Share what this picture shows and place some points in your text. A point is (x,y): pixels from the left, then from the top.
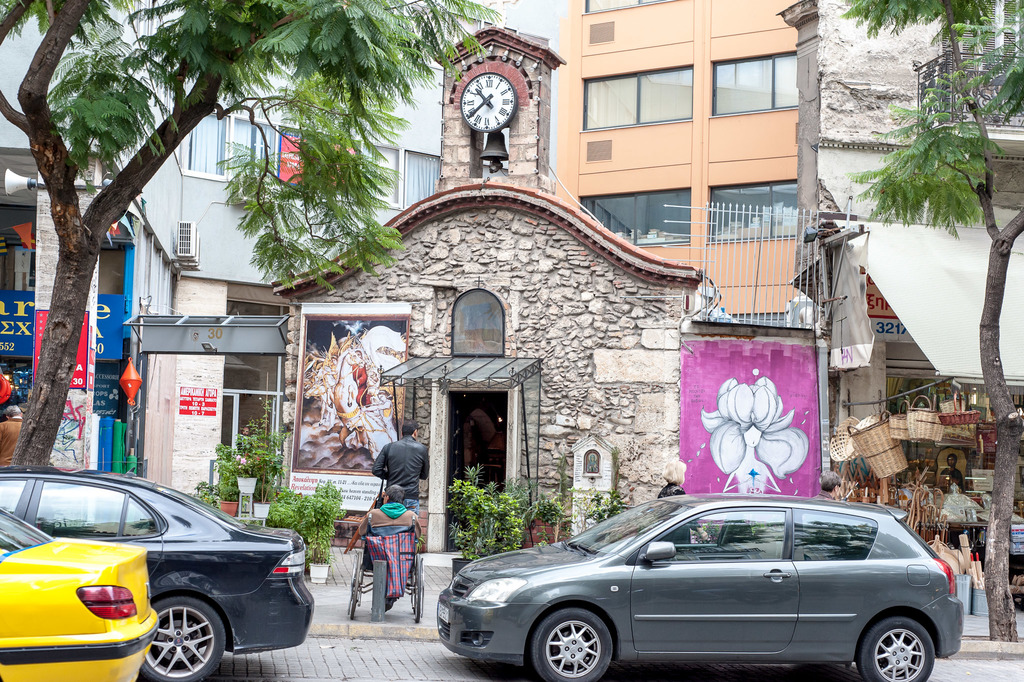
In the center of the image (436,308) we can see a building (481,163), clock (494,109), bell (500,157), windows (644,208), boards (306,383), door (499,411), tree (197,51), baskets (869,457) are present. At the bottom of the image (462,633) we can see cars (505,616), road (361,637), a person (405,524) is sitting on a wheelchair (403,537), a man (403,478) is standing.
